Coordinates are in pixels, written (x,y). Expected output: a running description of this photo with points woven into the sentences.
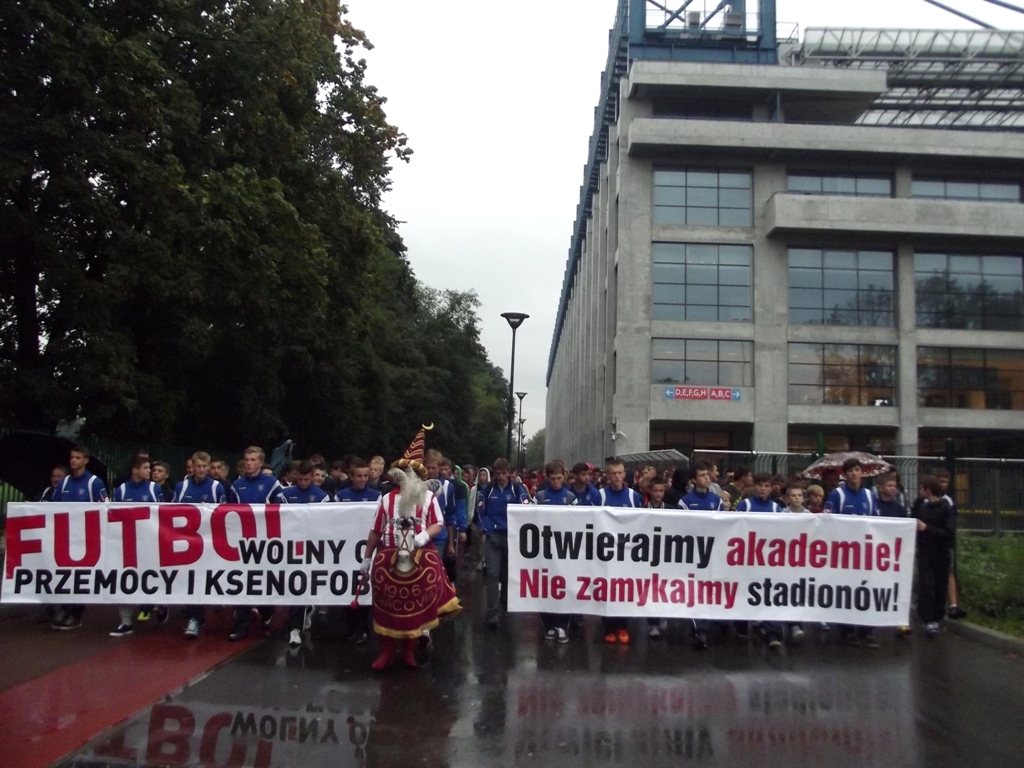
On the right side of the image (732,328) there is a building (659,368), in front of the building (667,429) there are many people (372,501) walking on the floor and they are holding banners (165,556) with some text (272,537) on them. On the left side of the image (196,242) there are trees (199,195). In the background (489,77) there is a sky (506,298).
